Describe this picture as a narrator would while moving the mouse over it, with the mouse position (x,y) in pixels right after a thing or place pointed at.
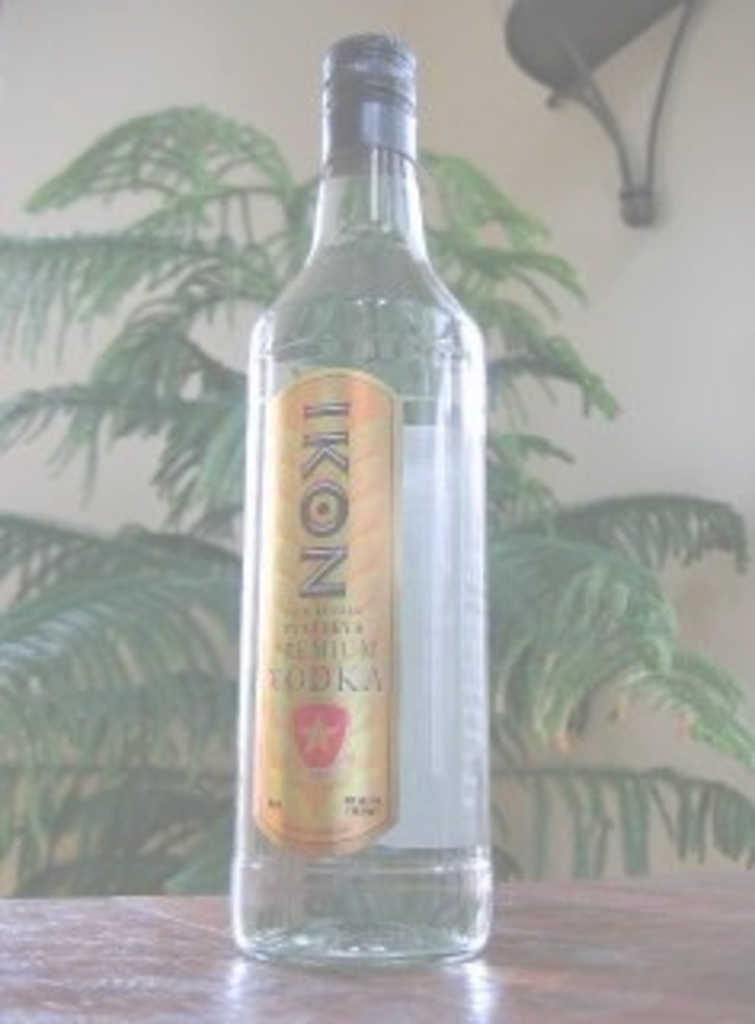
In this picture we can see a bottle (484,858) filled placed on table (35,999) and in background (595,473) we can see wall (128,521), tree (125,325).
